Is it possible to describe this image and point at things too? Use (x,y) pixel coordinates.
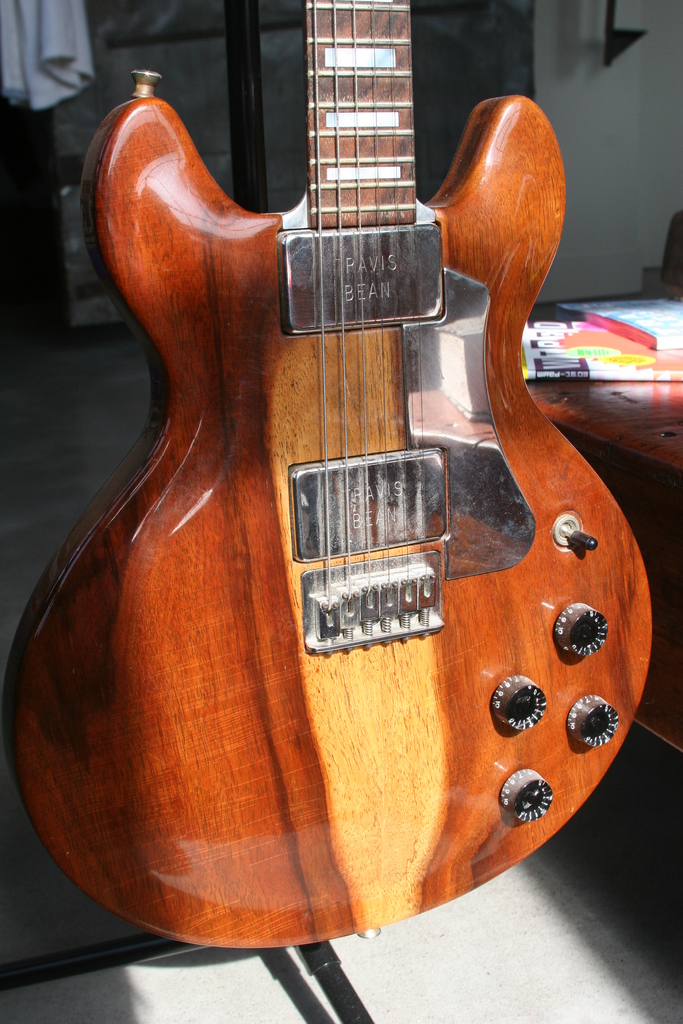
In this image I can see a guitar (406,54).
